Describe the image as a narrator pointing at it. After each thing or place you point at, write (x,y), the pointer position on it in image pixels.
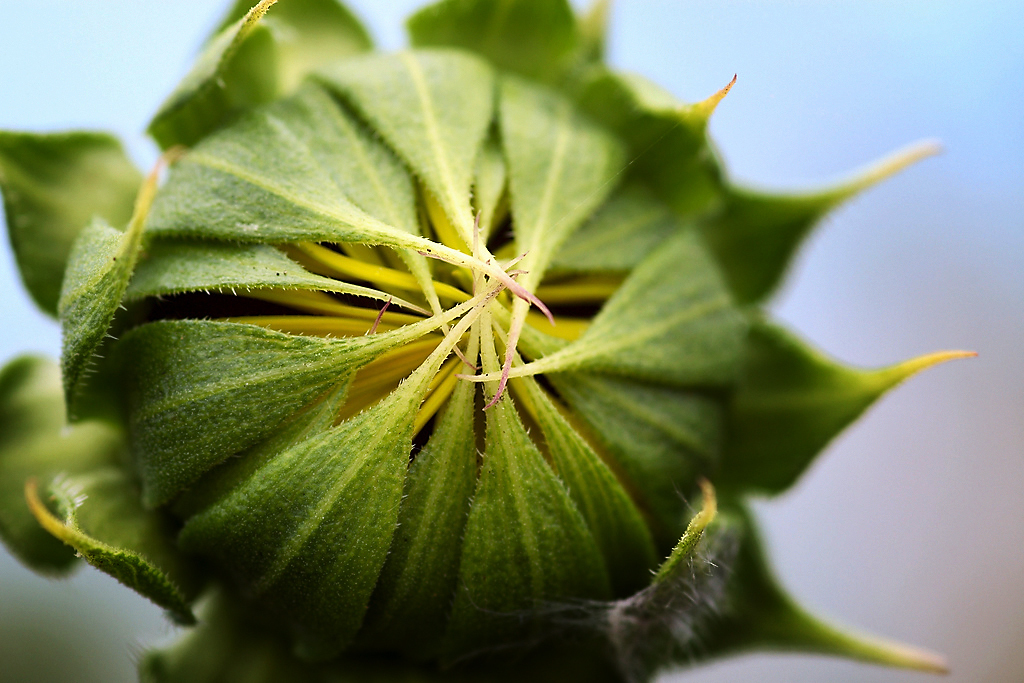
In the picture we can see a flower bud (549,424) which is green in color.
